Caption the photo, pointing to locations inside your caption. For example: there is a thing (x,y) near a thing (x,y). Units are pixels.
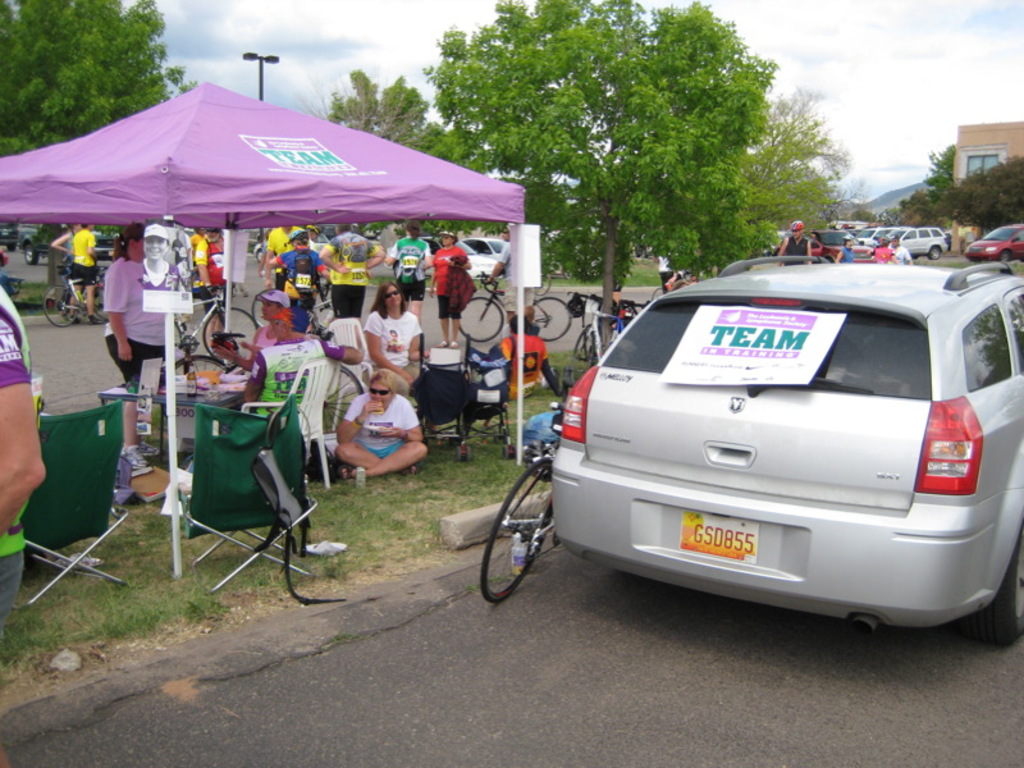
In this image on the right side (745,307) we can see a vehicle (640,347), on the left (9,503) we can see many people (16,317), at the back (52,276) we can see many trees (632,247), cars (995,246) and building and in the background (259,7) we can see the clouds (423,49).
